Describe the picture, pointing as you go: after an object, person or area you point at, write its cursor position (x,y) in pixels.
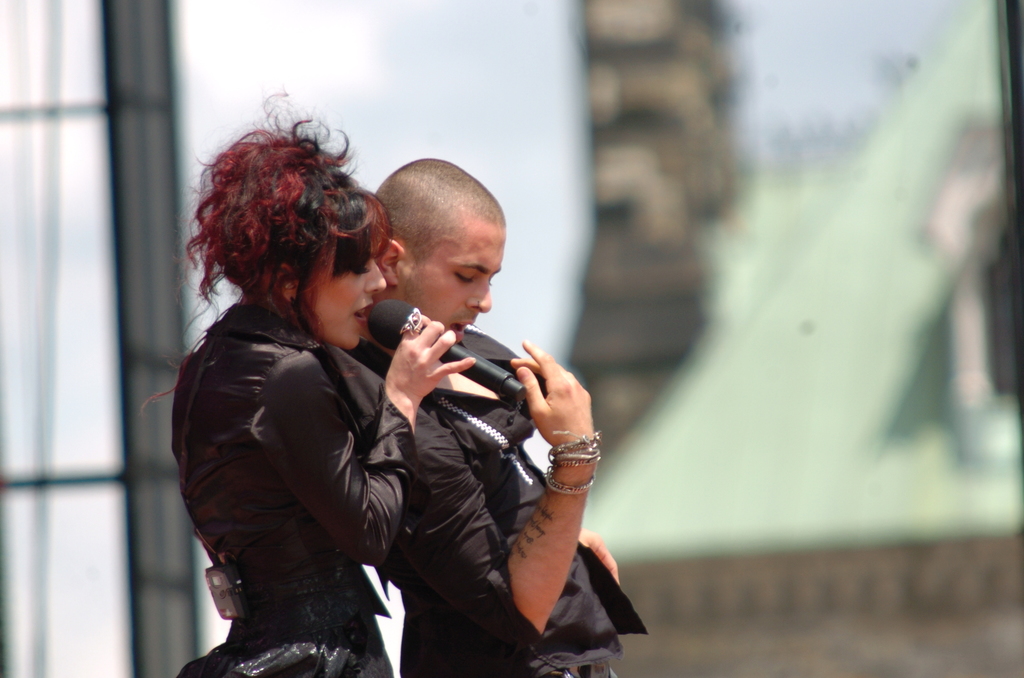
Background (826,171) is blurry. Here we can see a woman (276,387) and a man (555,497) standing and performing. We can see this woman (425,326) holding a mike (372,311) in her hands (432,350) and singing.
